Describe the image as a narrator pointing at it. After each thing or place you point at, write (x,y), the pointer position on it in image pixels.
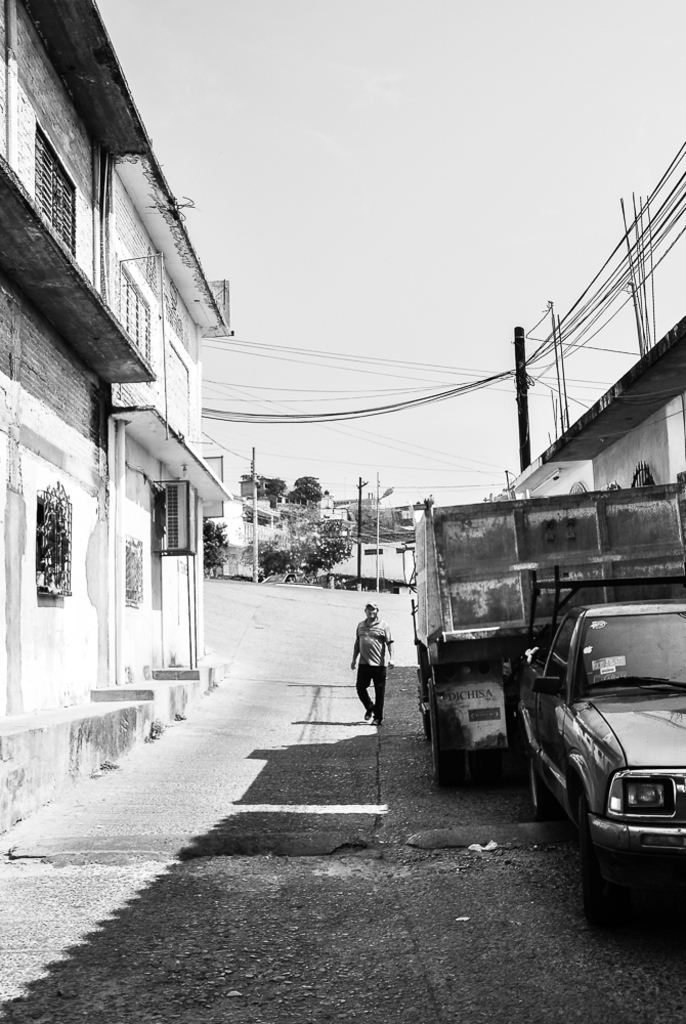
It is the black and white image in which we can see there is a road (346,786) in the middle (317,656). On the road (360,767) there are two vehicles (544,672) and a person (377,660) walking on it. There are buildings (602,451) on either side of the road (275,743). At the top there are wires (551,387). In the background (335,542) there are trees (298,563).
